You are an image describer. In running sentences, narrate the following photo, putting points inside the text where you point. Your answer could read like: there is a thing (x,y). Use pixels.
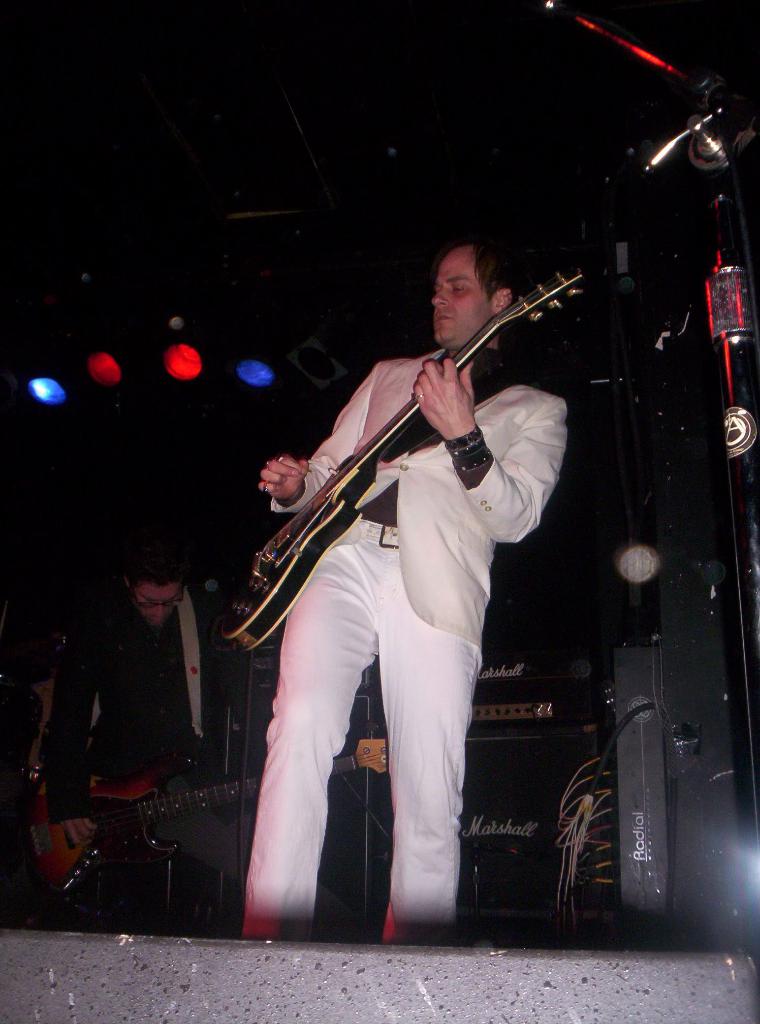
In the image there is a man (410,452) holding a guitar (407,409) and playing it. On left side (164,586) there is another man (154,656) holding a guitar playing it, on top there are four lights (193,372).
